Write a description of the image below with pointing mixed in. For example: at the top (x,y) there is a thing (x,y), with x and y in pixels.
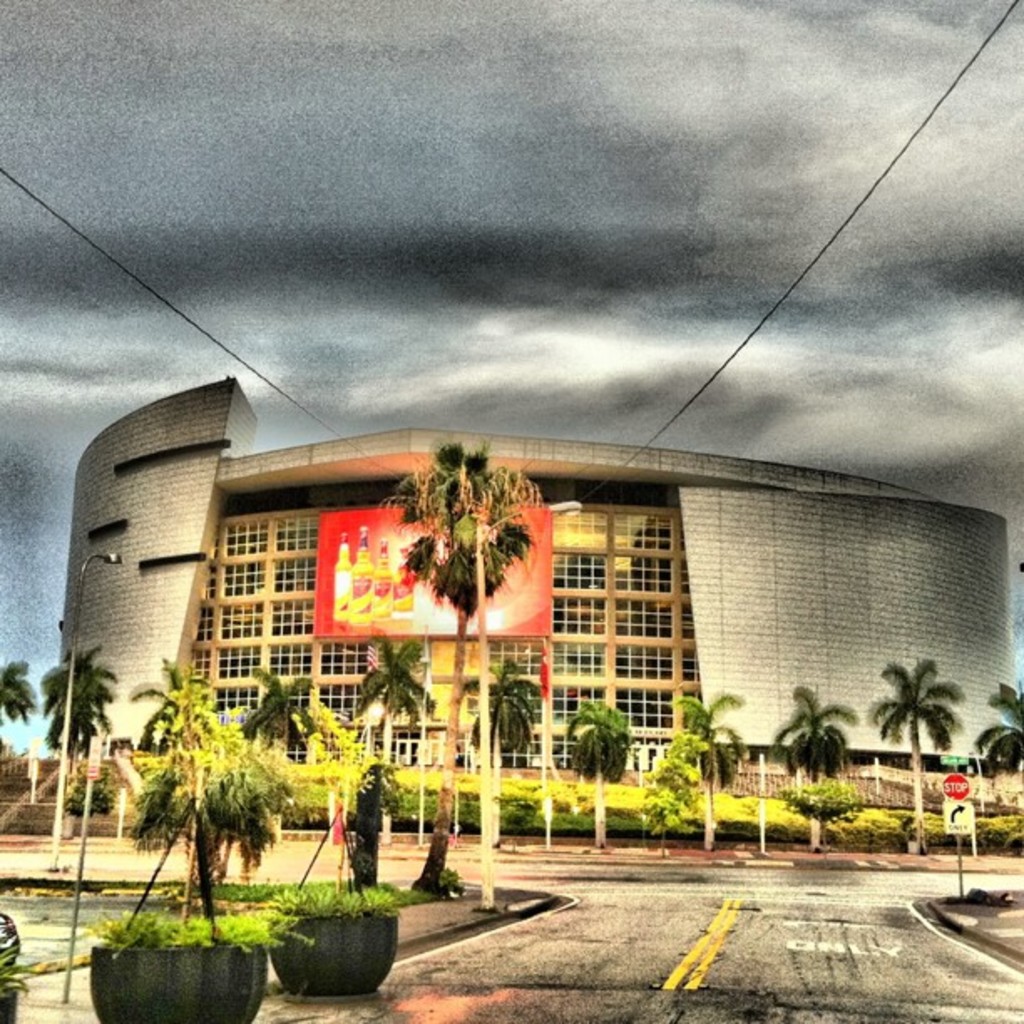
In this picture I can see a building (552,768) and few trees (919,748) and few plants (289,912) in the pots (202,986) and a sign board (953,792) to the pole (960,865) and a cloudy sky (807,116) and we see a advertisement hoarding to the building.
